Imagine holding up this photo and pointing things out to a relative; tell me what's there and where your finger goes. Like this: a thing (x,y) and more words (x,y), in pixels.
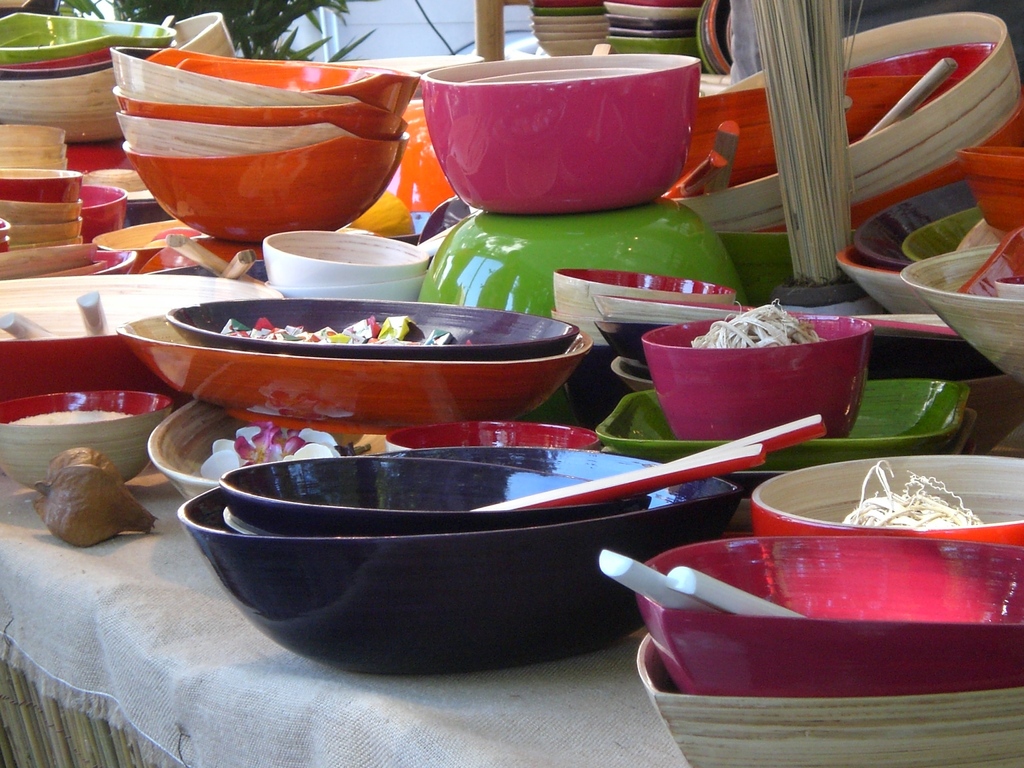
In this image I can see few multi color bowls (295,406) on the table (316,671) and I can see a white color cloth (145,626). Background (274,13) I can see few plants (267,30) in green color.
